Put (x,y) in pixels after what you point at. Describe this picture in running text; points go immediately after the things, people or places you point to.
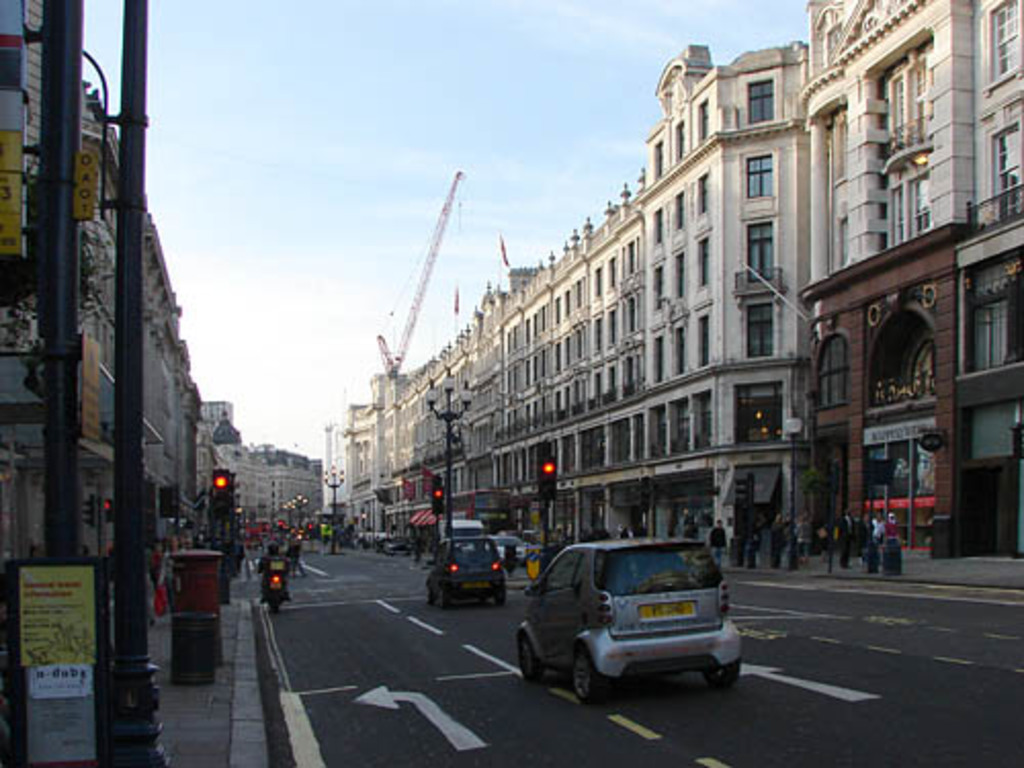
In this image I can see few vehicles (574,554) on the road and I can see few traffic signals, light poles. In the background (665,352) I can see few buildings (617,287) in cream and brown color and the sky (383,117) is in blue and white color.
